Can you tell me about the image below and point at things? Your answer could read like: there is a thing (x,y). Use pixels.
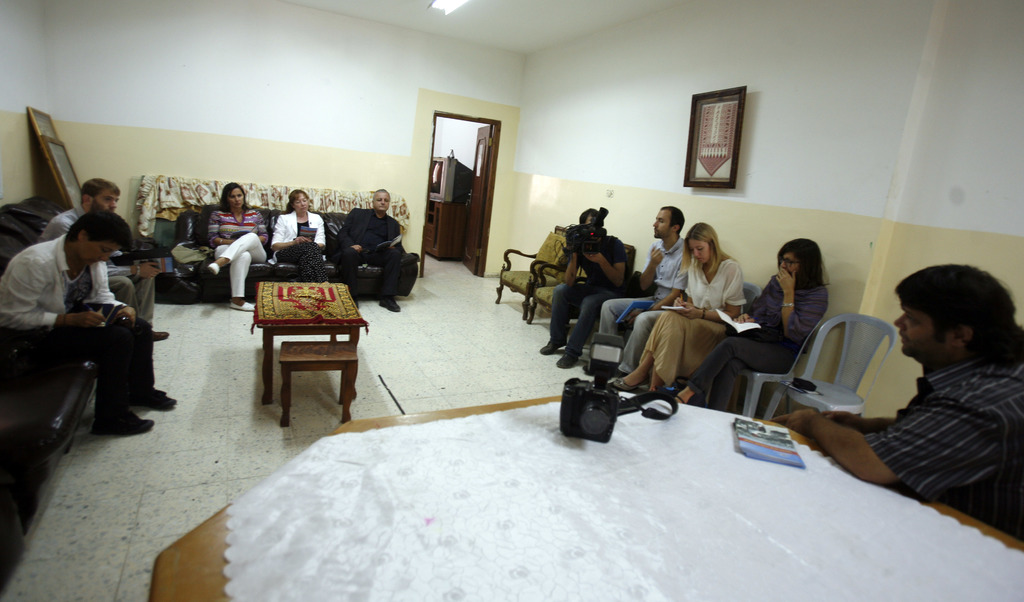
In this image i can see group of people (720,291) sitting on a couch (198,291), the man (574,269) sitting here holding a camera (591,230) at the back ground (663,109) i can see a wall (629,90) and a frame (719,176).
